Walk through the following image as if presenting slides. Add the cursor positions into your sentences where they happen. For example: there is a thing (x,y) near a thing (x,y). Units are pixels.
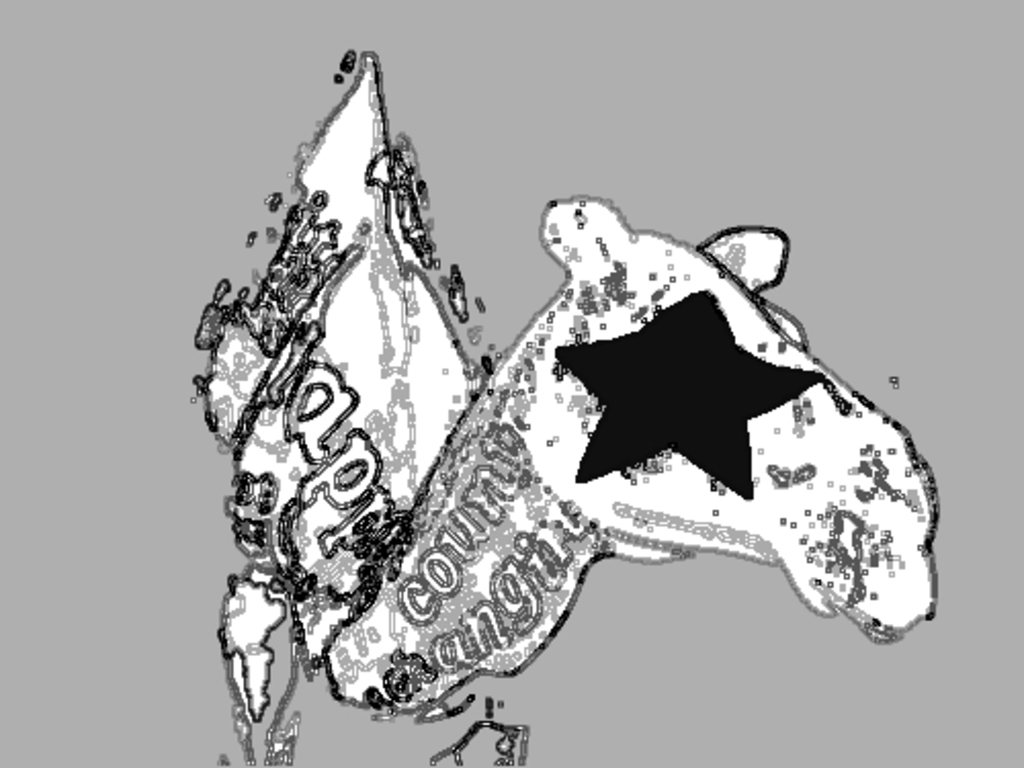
This is an animated picture in which we can see an animal (575,560) and some text (403,596) on it.
